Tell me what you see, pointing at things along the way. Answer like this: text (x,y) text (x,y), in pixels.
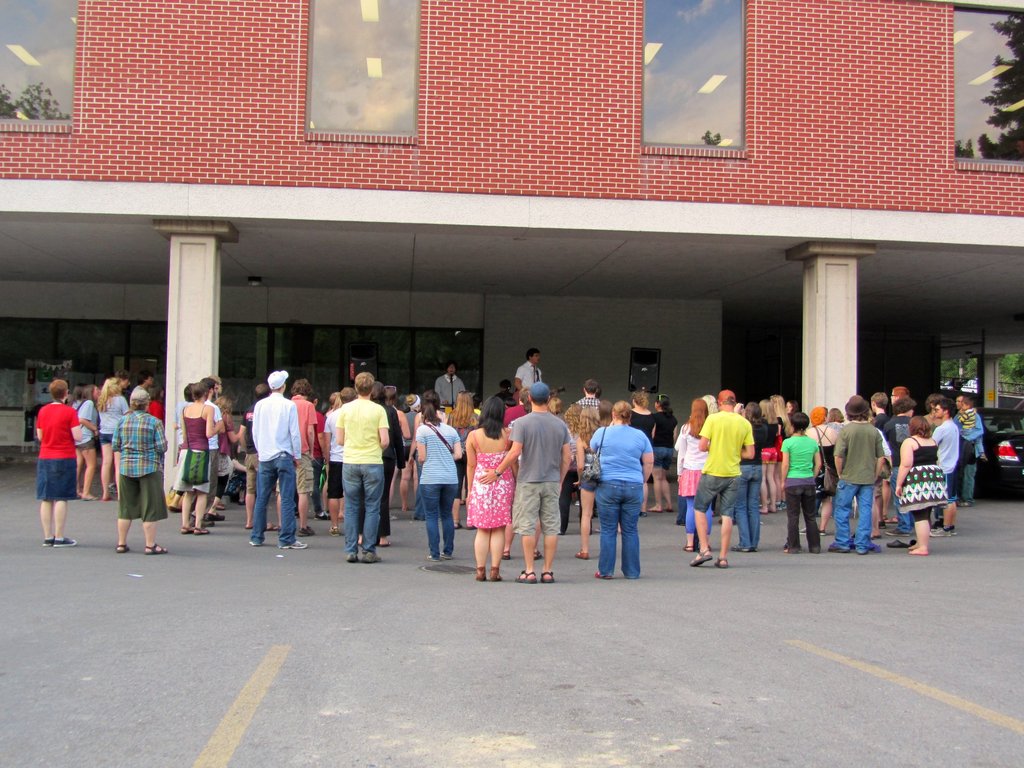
In this image I can see few group of people (628,404) standing and few are wearing bags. Back I can see a building (684,126), windows (697,147), pillars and vehicle (1002,421).
